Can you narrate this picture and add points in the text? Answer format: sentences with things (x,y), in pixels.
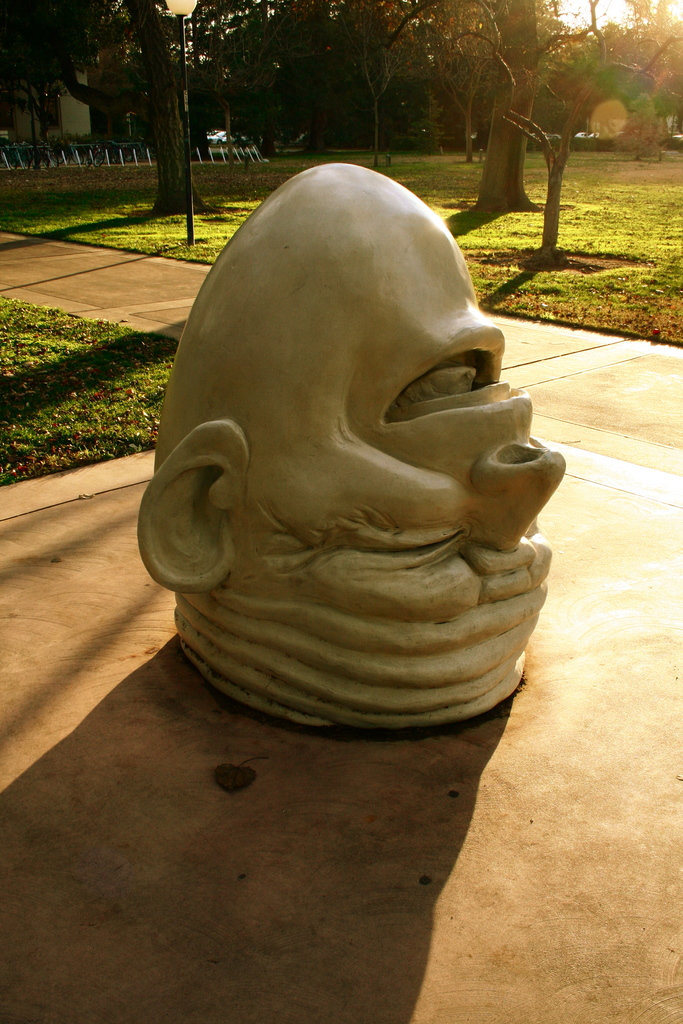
In the picture we can see an idol (438,605) of a human head (441,593) which is upside down on the plane surface path (631,735) and behind it, we can see a grass surface (438,178) and on it we can see some trees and far away also we can see some trees (385,53), railing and a house wall (28,129).
